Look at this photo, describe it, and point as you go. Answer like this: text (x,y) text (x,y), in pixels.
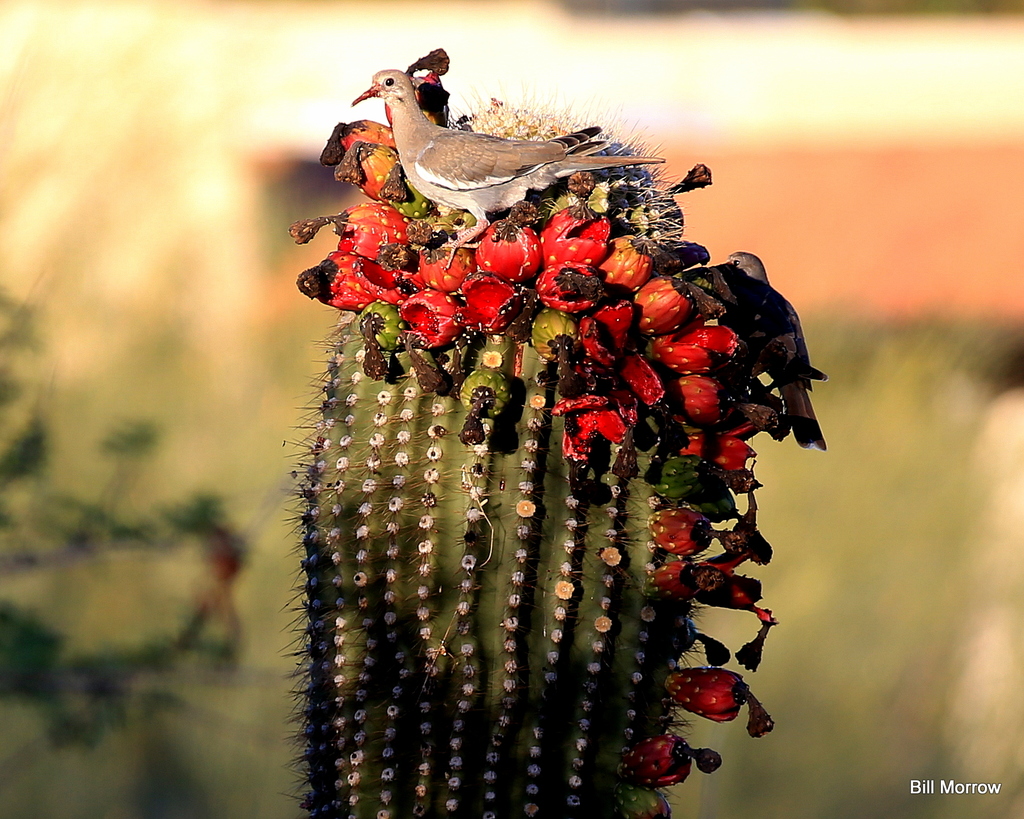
In the center of the image (612,498), we can see a bird (420,168) on the cactus plant (479,598) and the background (111,516) is blurry and we can see some plants (139,525). At the bottom (941,782), there is some text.
